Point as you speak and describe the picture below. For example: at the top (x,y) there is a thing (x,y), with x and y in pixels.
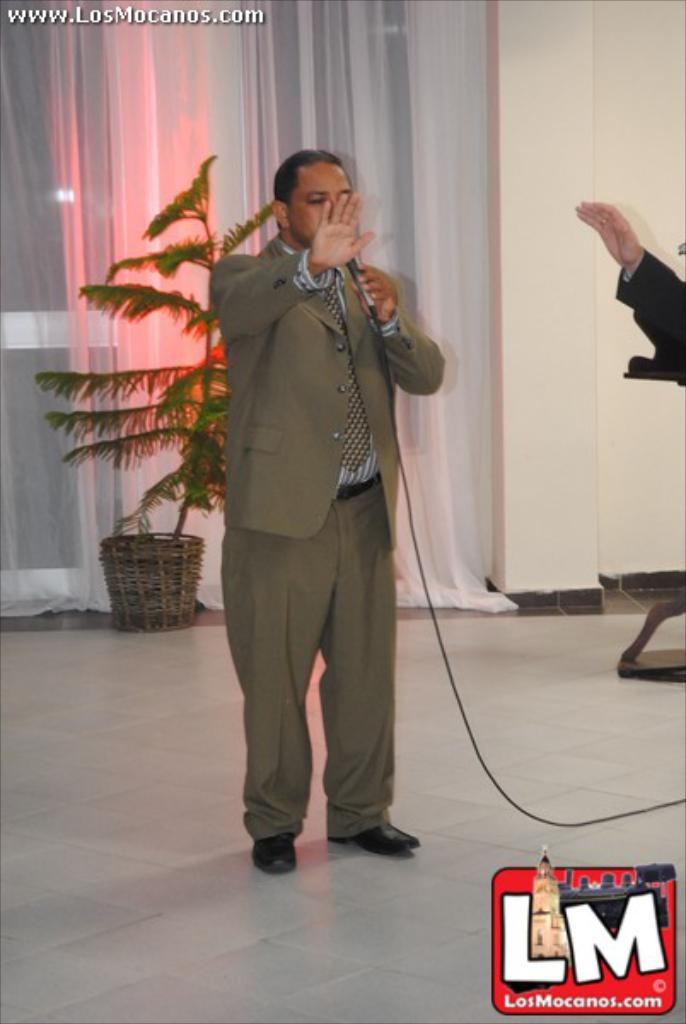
A man (312,412) is standing and speaking with a mic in his hand (392,285). He wears a suit (335,403) and pant (276,601). There is plant (145,590) behind him. There is a door (121,220) with white curtains (451,178). There is a human hand (618,247) on a side of image.
